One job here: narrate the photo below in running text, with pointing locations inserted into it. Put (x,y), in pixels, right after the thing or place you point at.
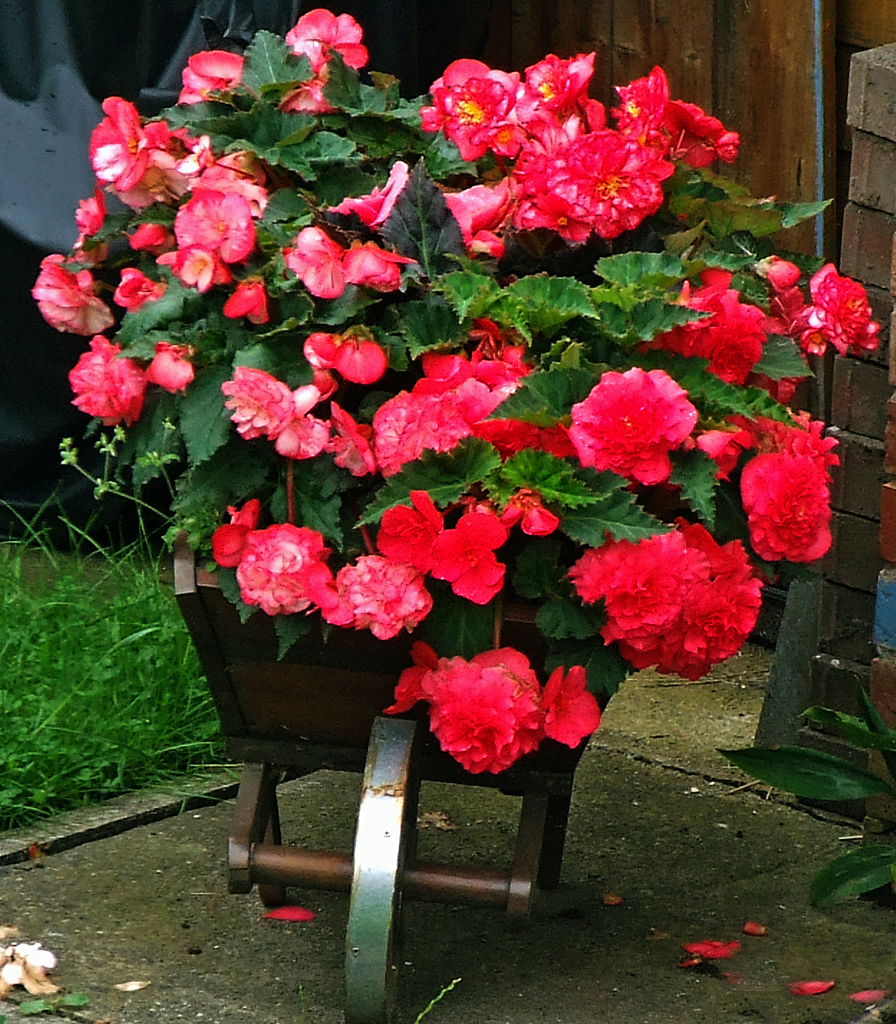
In this image we can see some flowers (323,605) and plants (337,464) which are in the wheelbarrow (413,749) and at the background of the image (517,34) there is wall (798,91), bricks (891,492) and grass (128,685).
